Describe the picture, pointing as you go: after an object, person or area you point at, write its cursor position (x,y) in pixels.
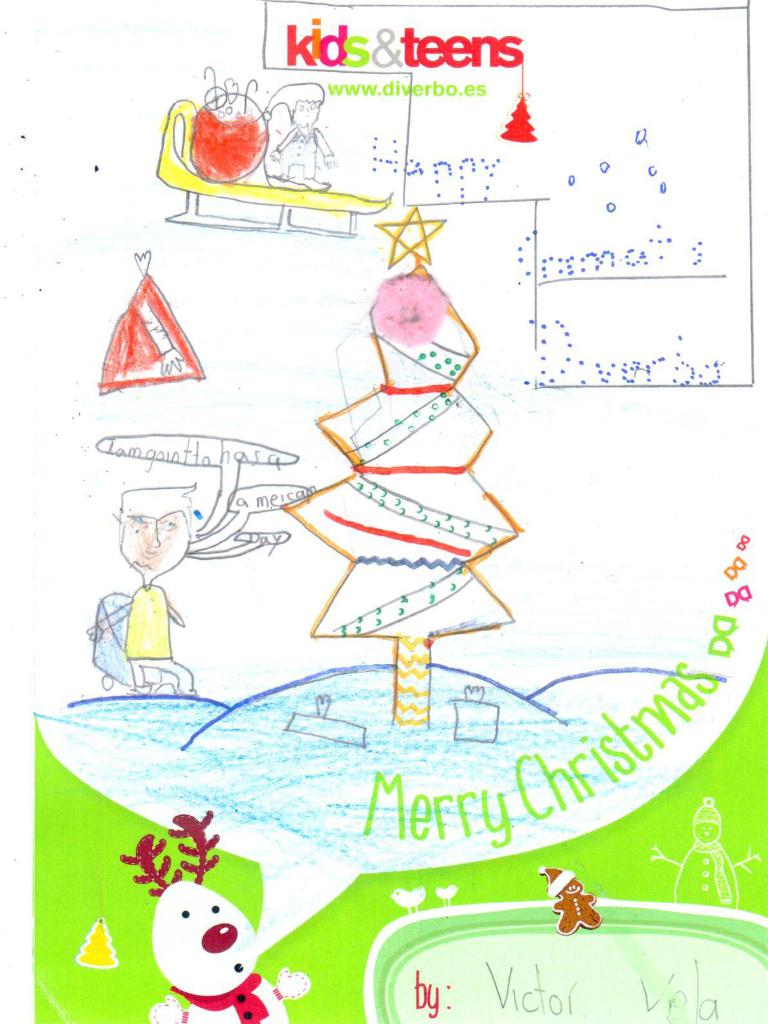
In this picture we can see a drawing (164,868) and in this drawing (98,579) we can see two people (129,537), snowman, tree (373,448), some objects (201,829) and some text (439,91).
